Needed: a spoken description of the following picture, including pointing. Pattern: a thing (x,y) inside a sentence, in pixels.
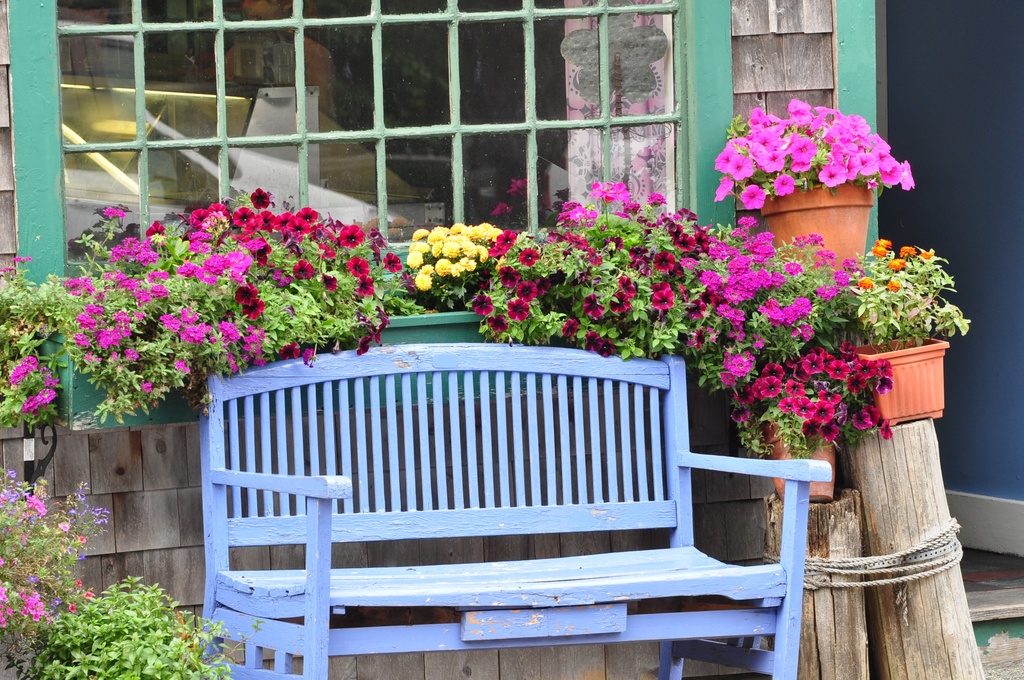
This is a blue color wooden bench (393,581). These are the flower plants (302,282) which are kept in the flower pot (814,204). This looks like a glass window (449,100). This is a wooden trunk (873,536) tied up with a rope (906,581).
